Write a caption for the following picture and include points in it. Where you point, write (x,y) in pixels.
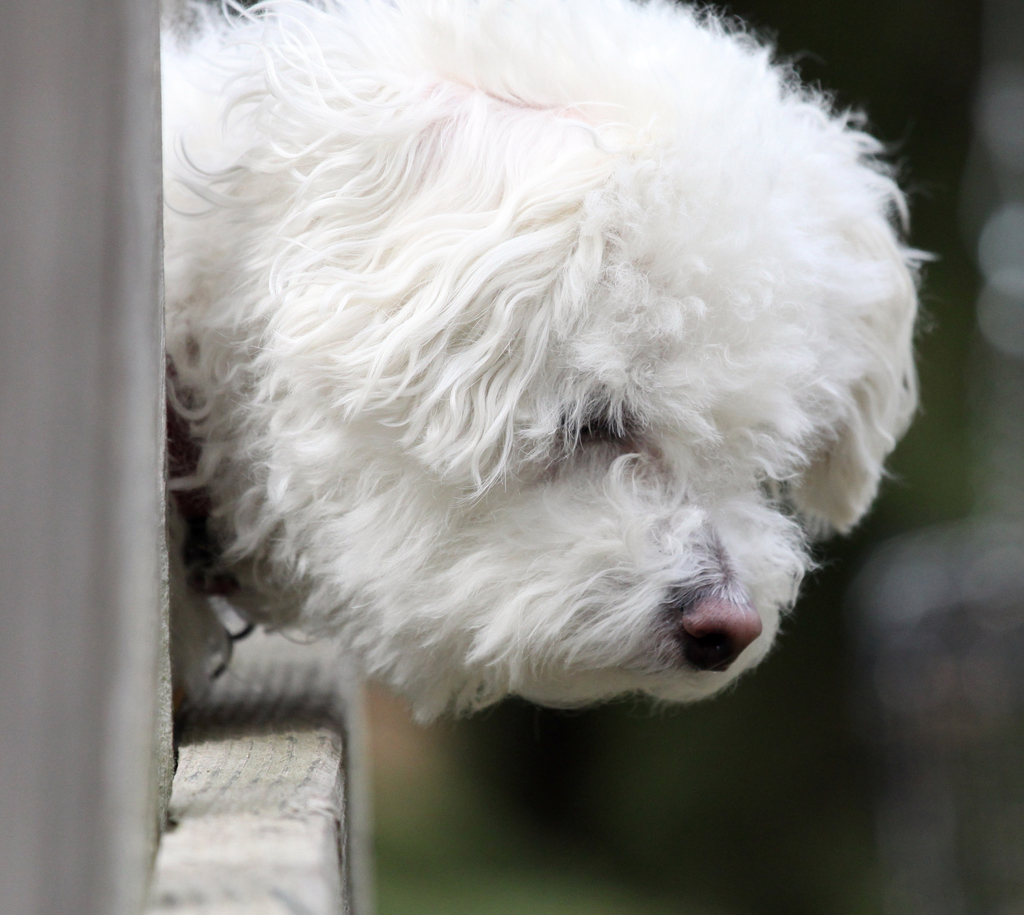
In this image we can see a dog (733,531) and a wall (11,869).
